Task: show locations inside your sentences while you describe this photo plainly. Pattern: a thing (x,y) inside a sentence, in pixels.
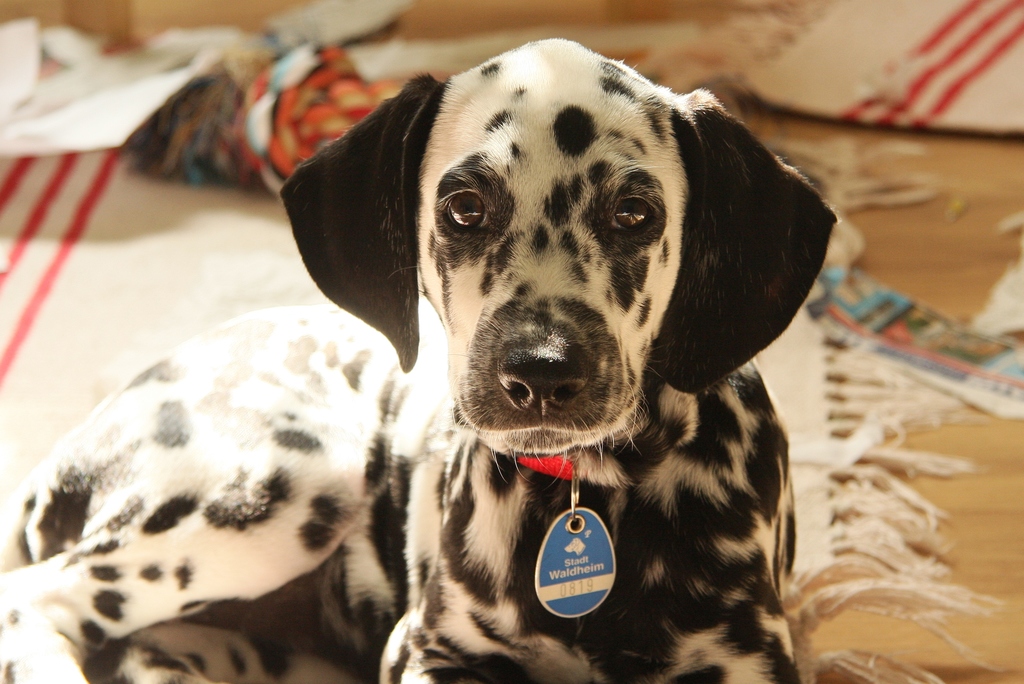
In this image we can see a dog (449,271) wearing a collar (550,462) with a tag (567,527). In the back (825,405) there are carpets (130,192) on the floor (954,505). And it is looking blur in the background (97,301).
